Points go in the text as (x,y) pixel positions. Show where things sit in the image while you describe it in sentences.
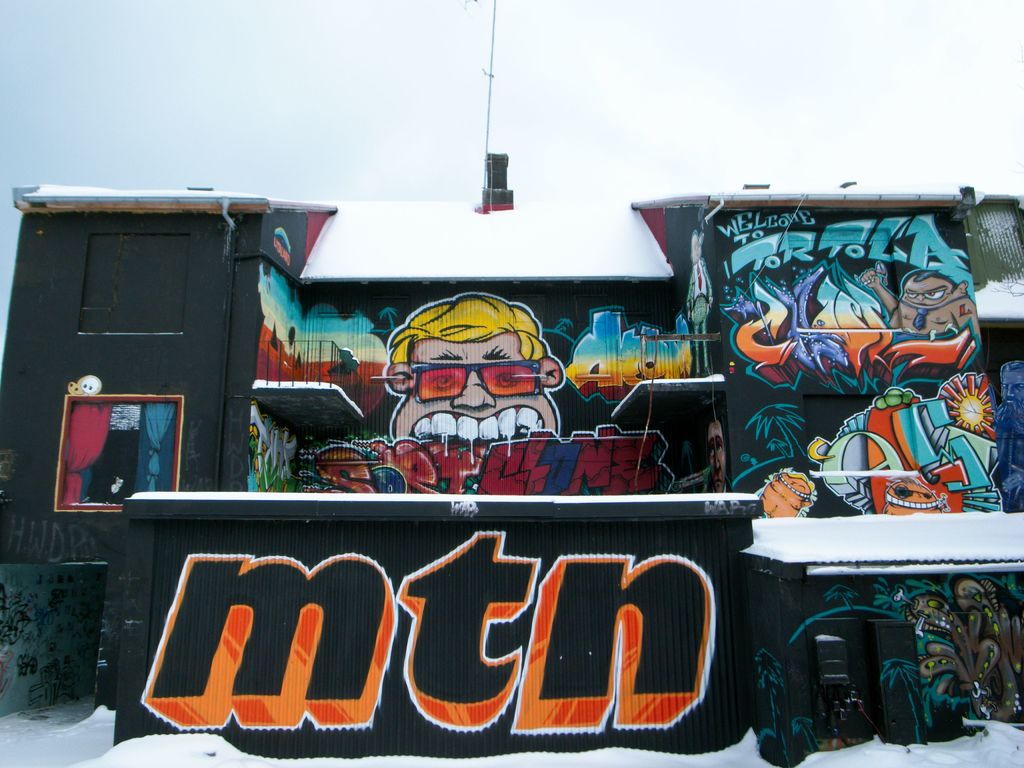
This picture seems to be clicked outside. In the foreground (105,744) we can see the snow (45,738). In the center (642,288) we can see the building (58,505) and we can see the text (192,634) on a black color shutter (449,559) and we can see the curtains (147,466), window (143,452) and we can see the art of graffiti (299,330) on the building (832,304) which includes the pictures of persons (539,381) and the pictures of some other objects (809,309). In the background (243,95) we can see the sky (410,181) and some other objects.
